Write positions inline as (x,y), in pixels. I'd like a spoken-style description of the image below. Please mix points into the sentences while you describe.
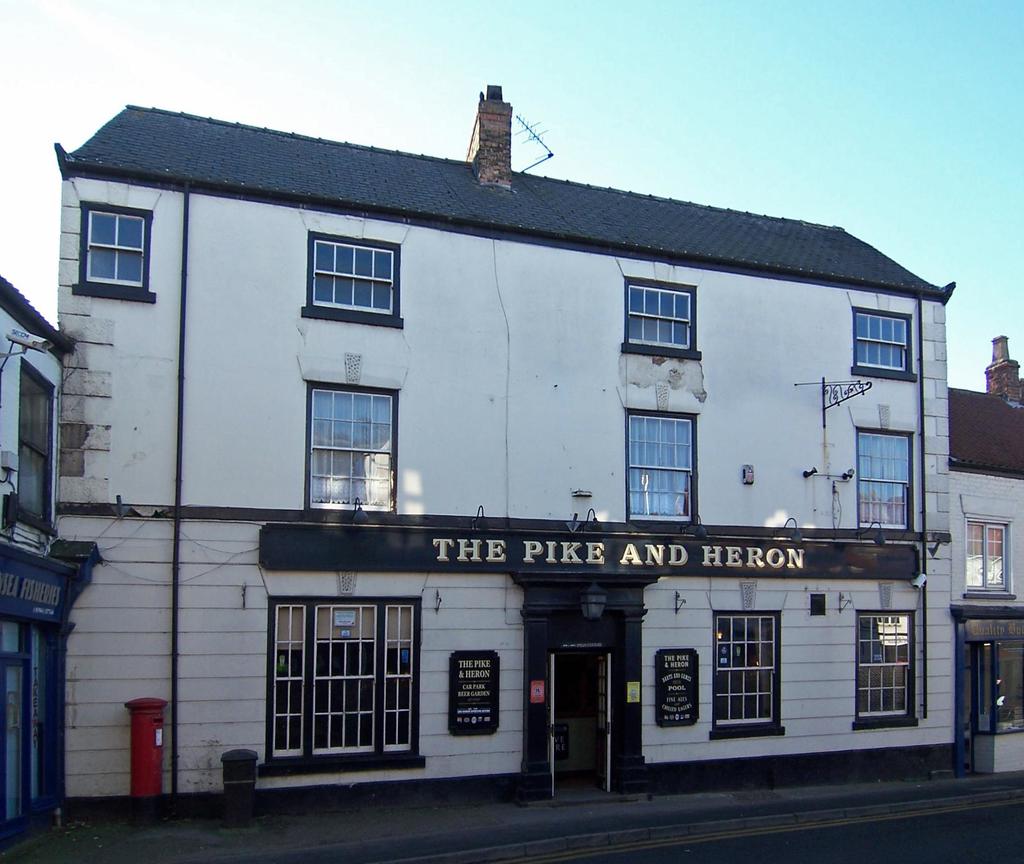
In this image we can see a building (537,483) which is of black and cream color there is post box (159,721), dustbin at the foreground of the image (229,800) and there are some boards (694,687) attached to the wall (462,650) and there is window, at the top of the image (667,82) there is clear sky (682,150).
